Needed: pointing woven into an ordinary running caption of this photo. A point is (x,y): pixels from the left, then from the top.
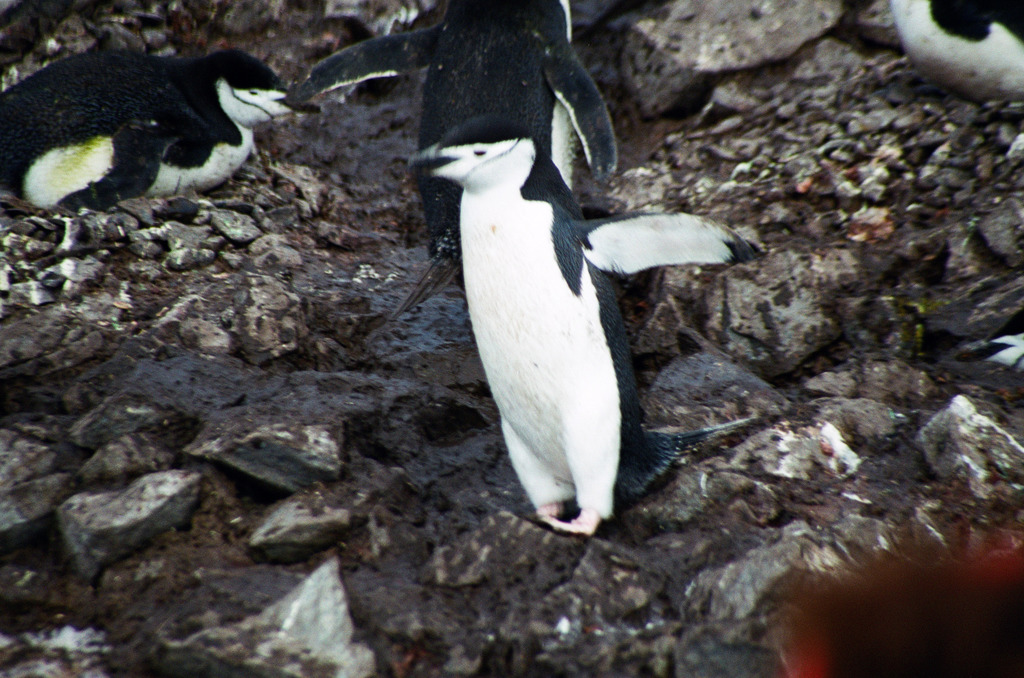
In this image we can see penguins (589,88) on this surface (659,485).
